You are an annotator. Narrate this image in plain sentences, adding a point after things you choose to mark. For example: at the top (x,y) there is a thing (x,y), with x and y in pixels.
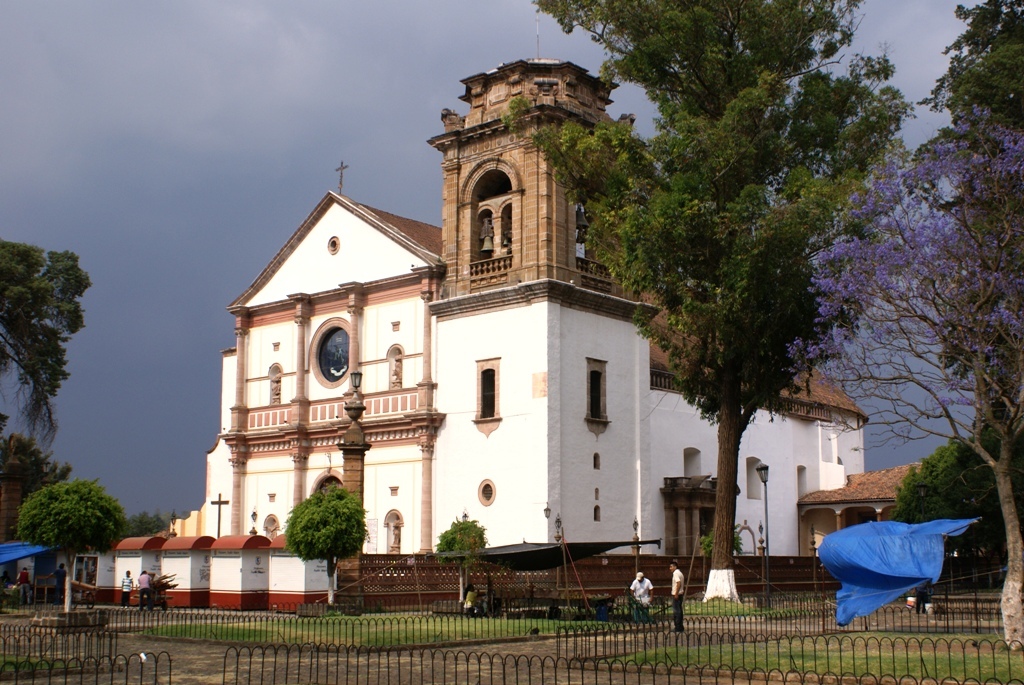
This picture shows a building (588,296) and we see trees (755,293) and a blue color cover (871,575) and we see a tent (590,552) and a human (470,614) seated and few of them (149,607) standing and we see grass (674,647) and a metal fence (345,653) and blue flowers (937,179) to the tree (929,337) and a cloudy sky (443,92).
